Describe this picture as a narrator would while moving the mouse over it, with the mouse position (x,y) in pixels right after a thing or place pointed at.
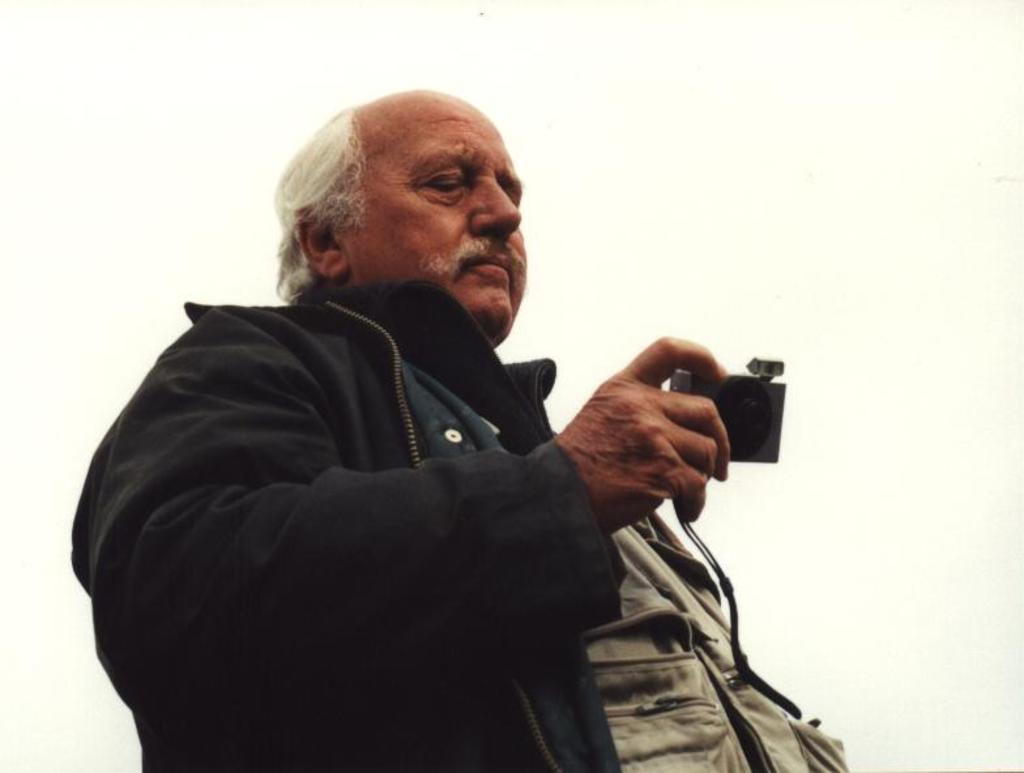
This image consists of an old man (633,603). He is holding a camera (753,449) in his hand (723,439). He is wearing black color jacket (540,591).
